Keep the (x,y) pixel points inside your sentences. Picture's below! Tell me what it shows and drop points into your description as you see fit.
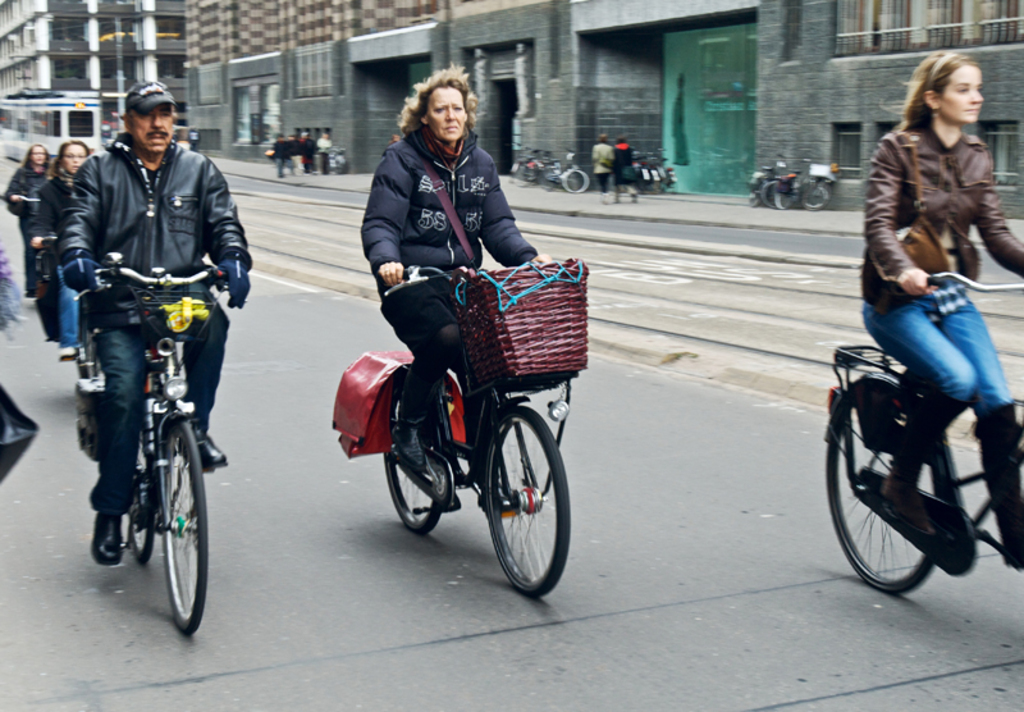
In the image we can see there are people (895,266) who are riding bicycle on the road (271,397) and beside them there is a building (712,84) and bicycles (786,192) are parked on the road (31,366).
